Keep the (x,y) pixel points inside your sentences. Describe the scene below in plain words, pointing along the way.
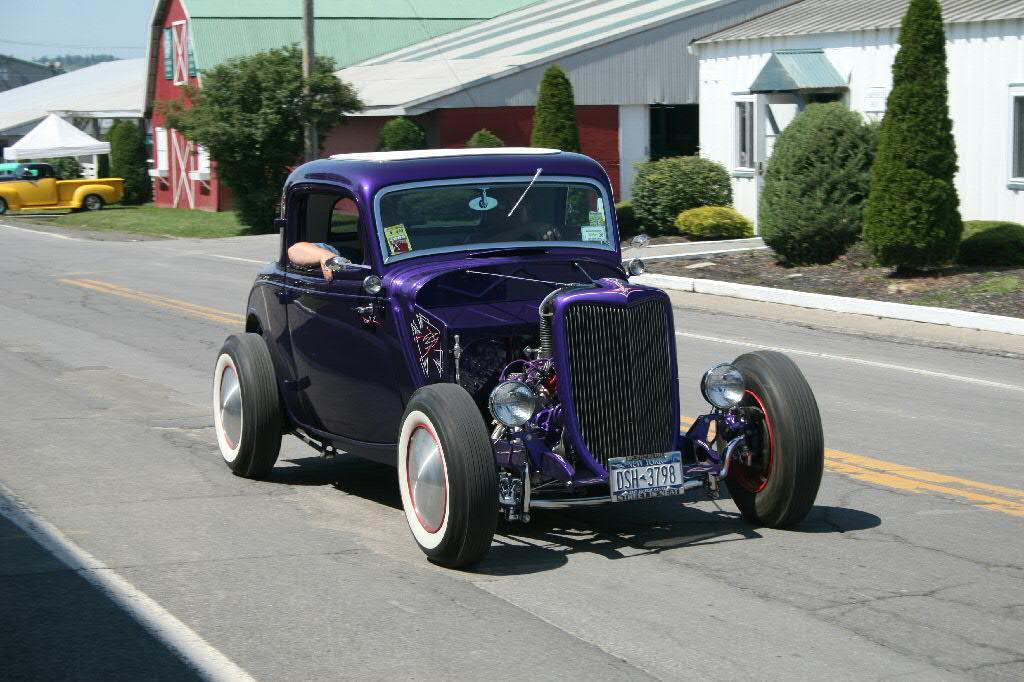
In this picture, we see a man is riding the car (529,273). At the bottom of the picture (332,565), we see the road (559,608). On the left side (98,186), we see a yellow color vehicle (39,192) is parked on the road (93,234). Beside that, we see white tents (25,140). In the background (127,131), there are trees (283,82), buildings (472,79) and a pole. It is a sunny day and this picture is clicked outside the city.
